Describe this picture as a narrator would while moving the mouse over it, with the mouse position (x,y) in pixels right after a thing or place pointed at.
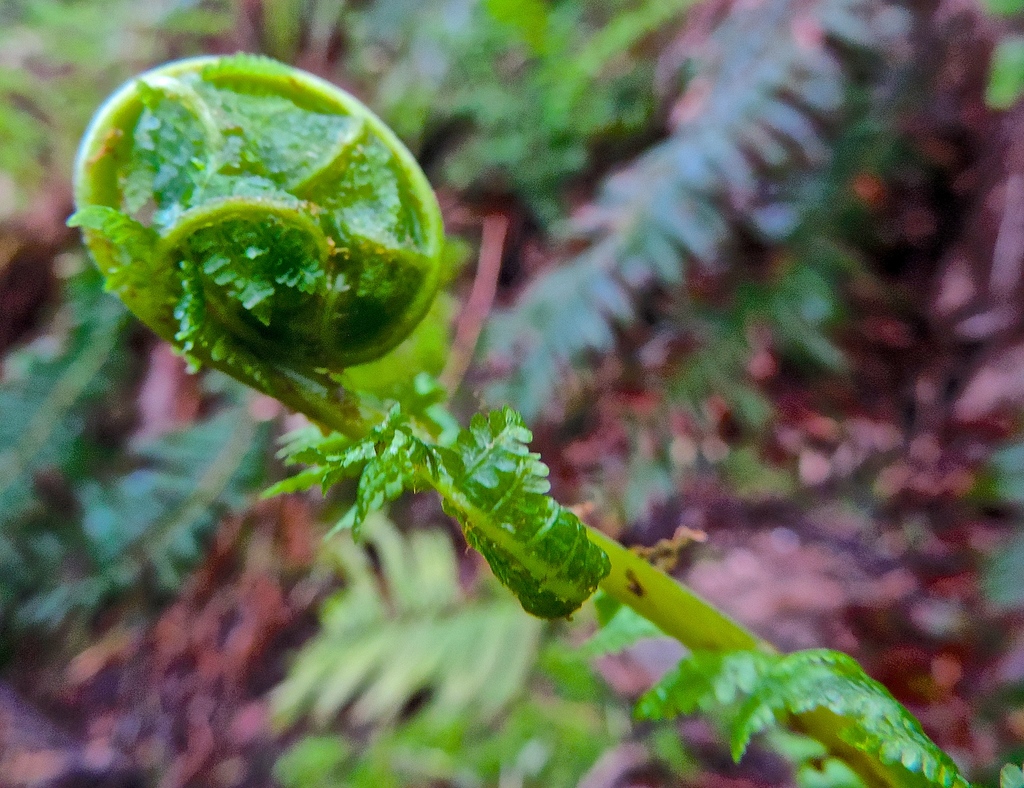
In this picture I can see the plants (511,543) and grass (584,729). At the top (750,23) I can see the leaves (696,201).
